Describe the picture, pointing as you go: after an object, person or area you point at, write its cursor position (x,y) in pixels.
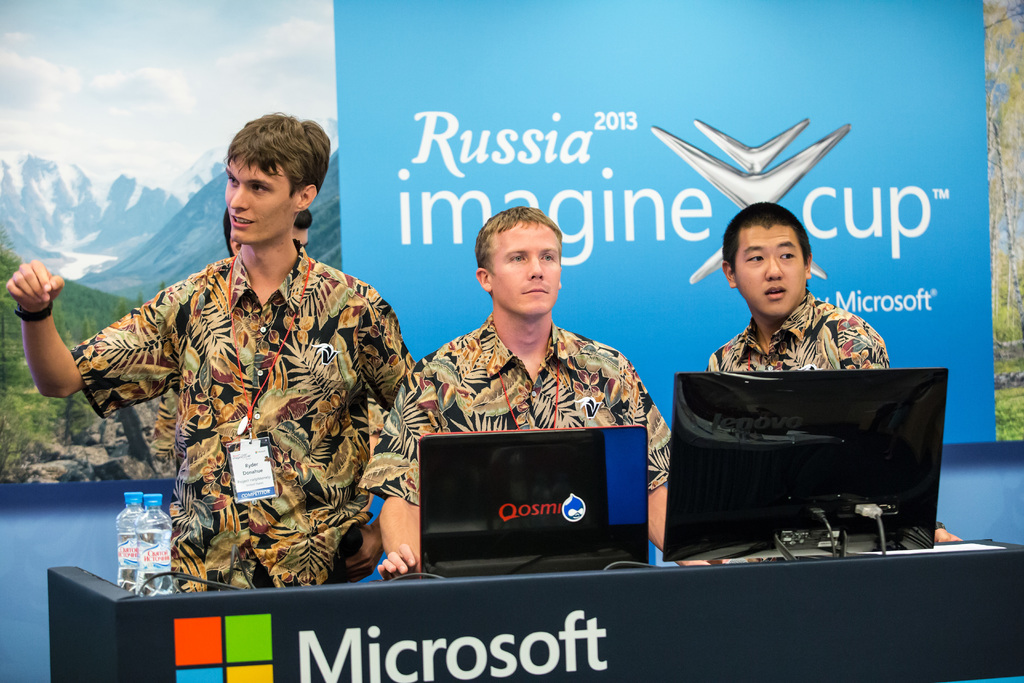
In this image there are three persons (808,363) standing. They are wearing tags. In front of them there is a stand (287,626). On that there are bottles (164,517) and systems (569,492). In the back (688,147) there is a banner (751,87) with something written. In the background (158,139) there is a wallpaper (103,190) of hills (134,211), sky (144,98) and trees (991,233).
